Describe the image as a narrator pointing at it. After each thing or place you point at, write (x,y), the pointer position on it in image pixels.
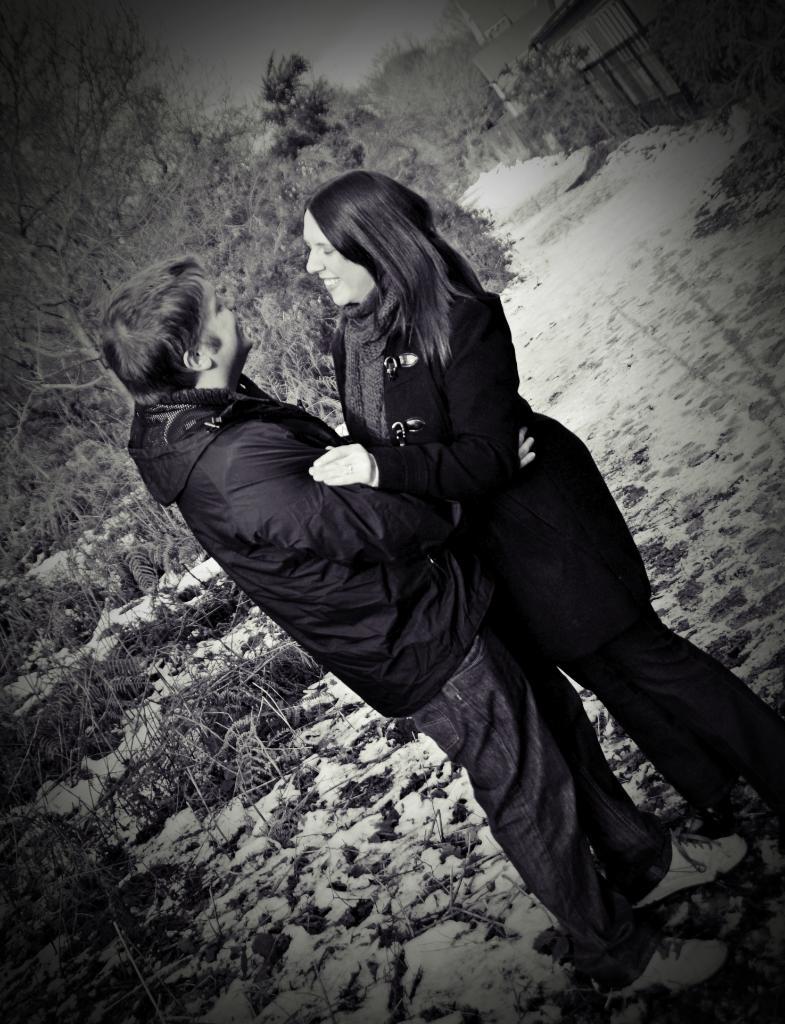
In this picture we can see a man (206,419) and a woman (360,471) standing on the ground (423,917) and smiling and in the background (242,205) we can see trees (277,191), fence (515,145), building (619,31) and the sky (252,67).
